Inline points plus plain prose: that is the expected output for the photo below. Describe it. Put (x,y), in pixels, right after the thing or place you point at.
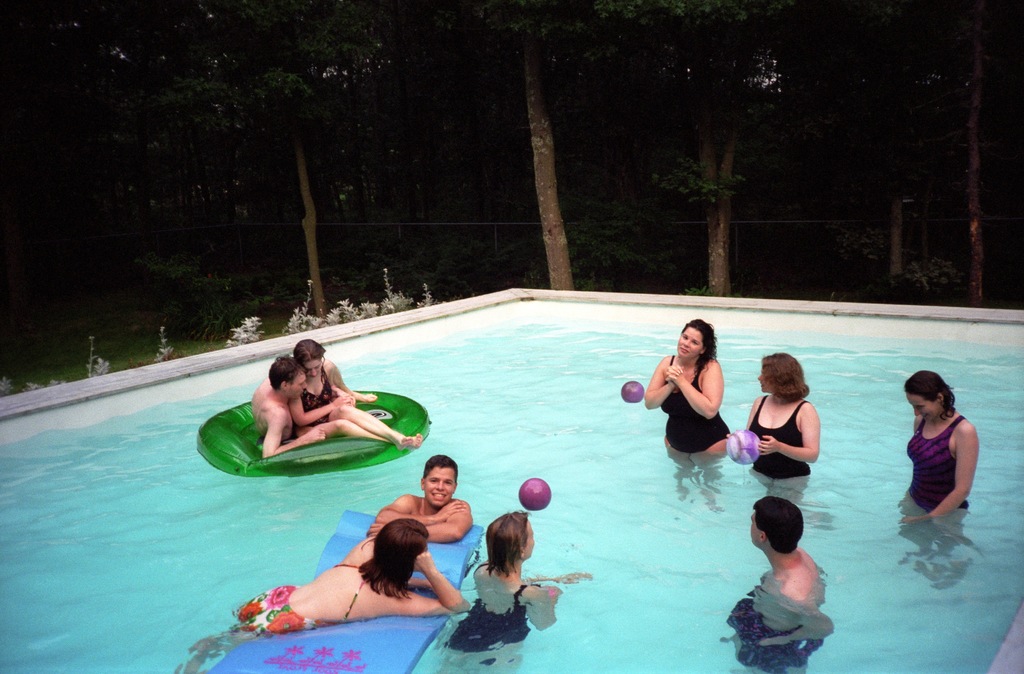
In this picture I can see many trees (662,138), plants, grass (83,357) and a swimming pool (847,481). In that swimming pool (636,641) I can see some tubes (323,626) and balls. On the right (707,392) there are three women (768,457) who are wearing swimsuit (933,492) and they are standing under the water (834,529). Beside them there is a man (792,555). At the bottom (328,603) there is a woman (342,574) who is lying on this tube (432,549). In front of her there is a man (432,517) who is smiling, beside him there is a woman (518,571) who is wearing black swimwear (518,605).
